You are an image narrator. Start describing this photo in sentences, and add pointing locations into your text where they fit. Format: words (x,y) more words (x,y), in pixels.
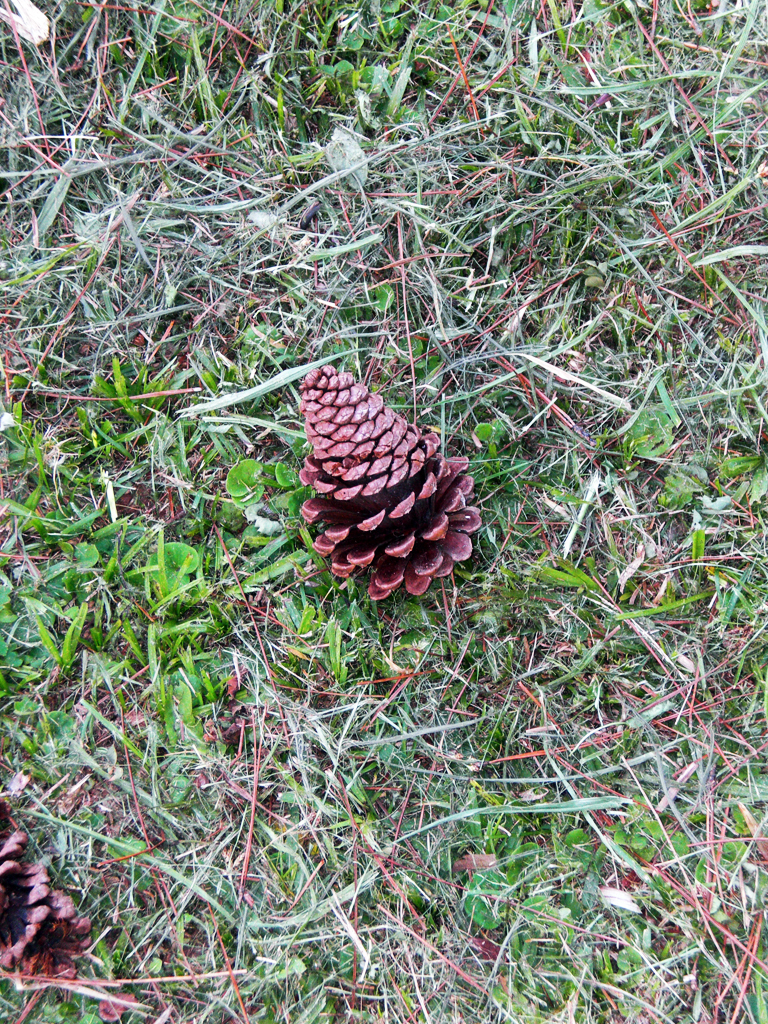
In this image we can see some pine fruits (363,469) on the grass (203,688), we can also see some plants (350,596).
